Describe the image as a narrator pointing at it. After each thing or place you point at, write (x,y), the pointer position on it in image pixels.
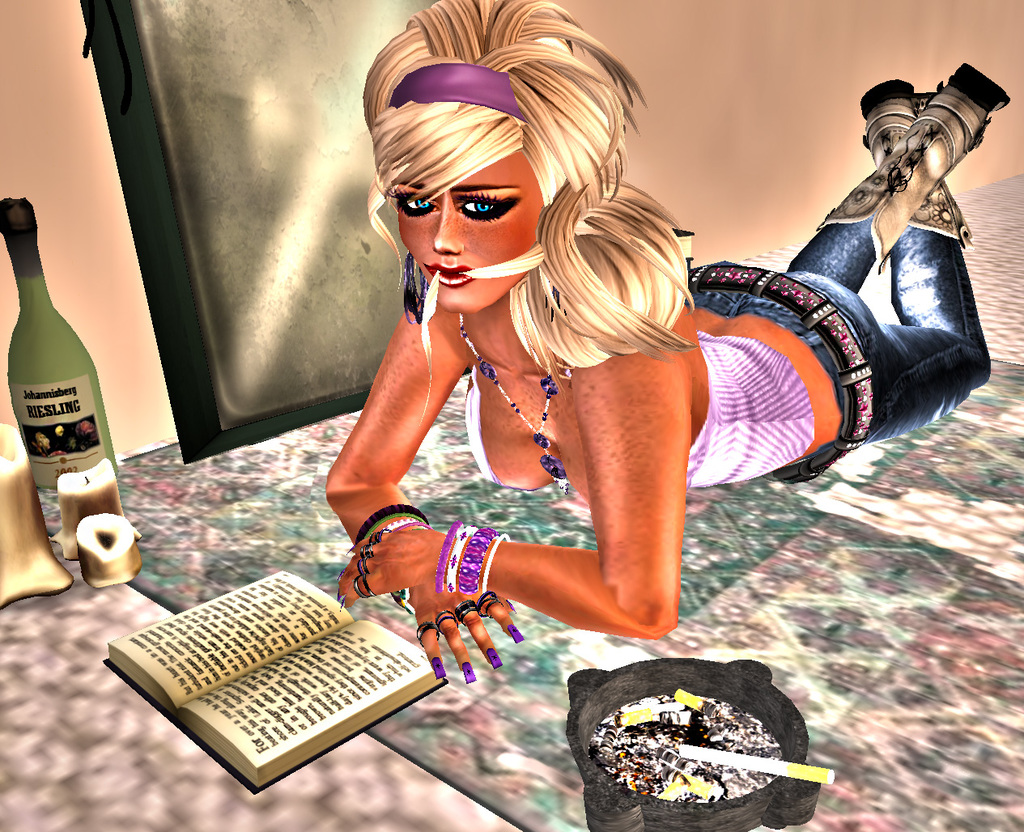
This is an animation picture. In this image there is a woman (476,415) lying and there is a book (214,674) and there are cigarettes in the bowl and there is a bottle (19,376) there are candles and there is a board (124,17). At the bottom (538,734) there is a floor (584,654).
